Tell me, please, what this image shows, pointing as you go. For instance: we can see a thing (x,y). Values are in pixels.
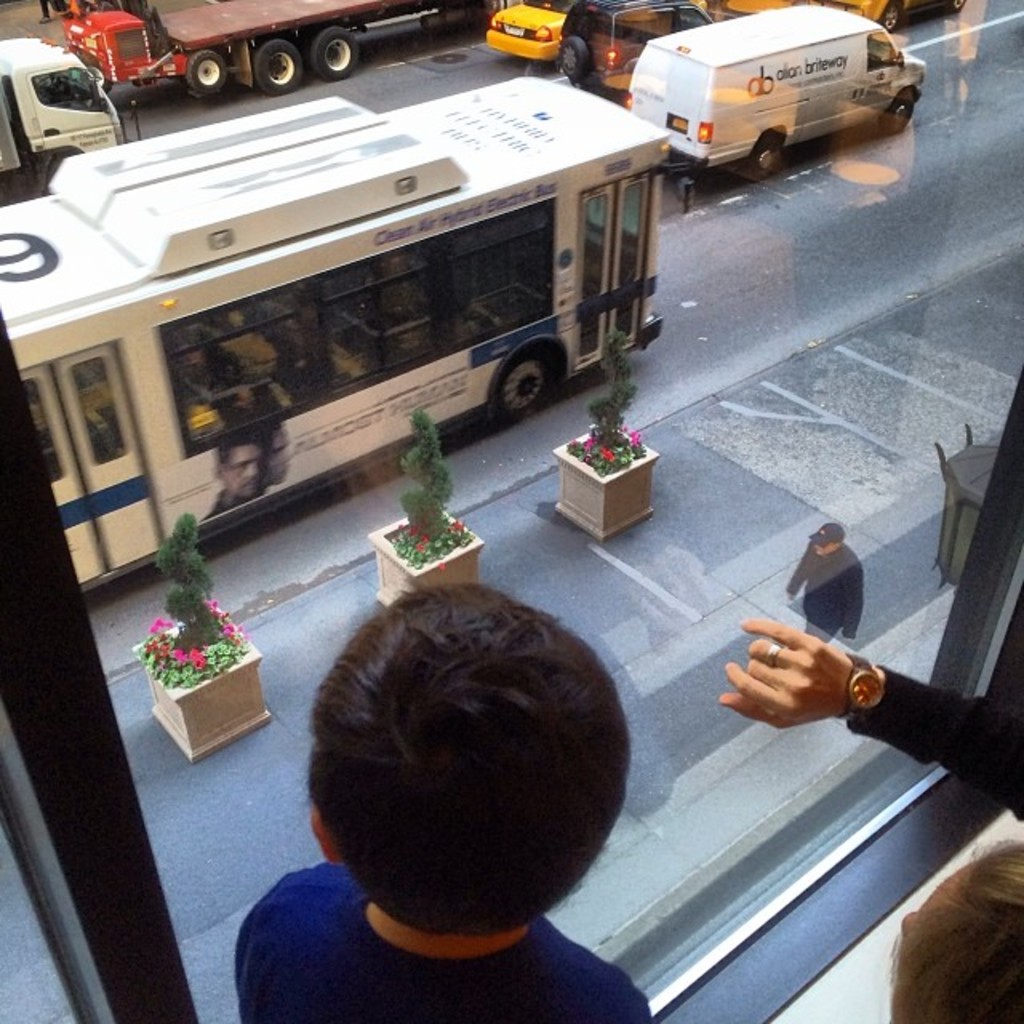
In this image, there are a few people (408,984). We can see a glass window (827,737). We can see the ground (789,441). We can see some plants (402,528) and flowers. There are a few vehicles (686,128). We can see an object (966,554).
